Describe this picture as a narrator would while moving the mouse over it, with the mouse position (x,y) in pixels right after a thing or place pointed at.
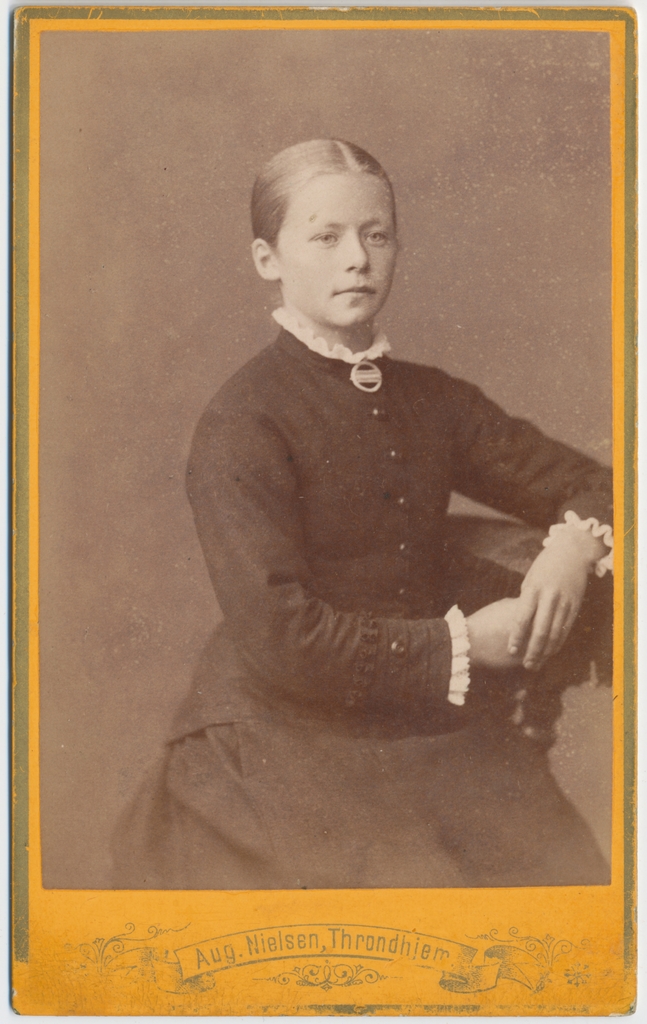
In this picture we can see a person (252,531) giving pose to a camera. At the bottom portion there are some letters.
